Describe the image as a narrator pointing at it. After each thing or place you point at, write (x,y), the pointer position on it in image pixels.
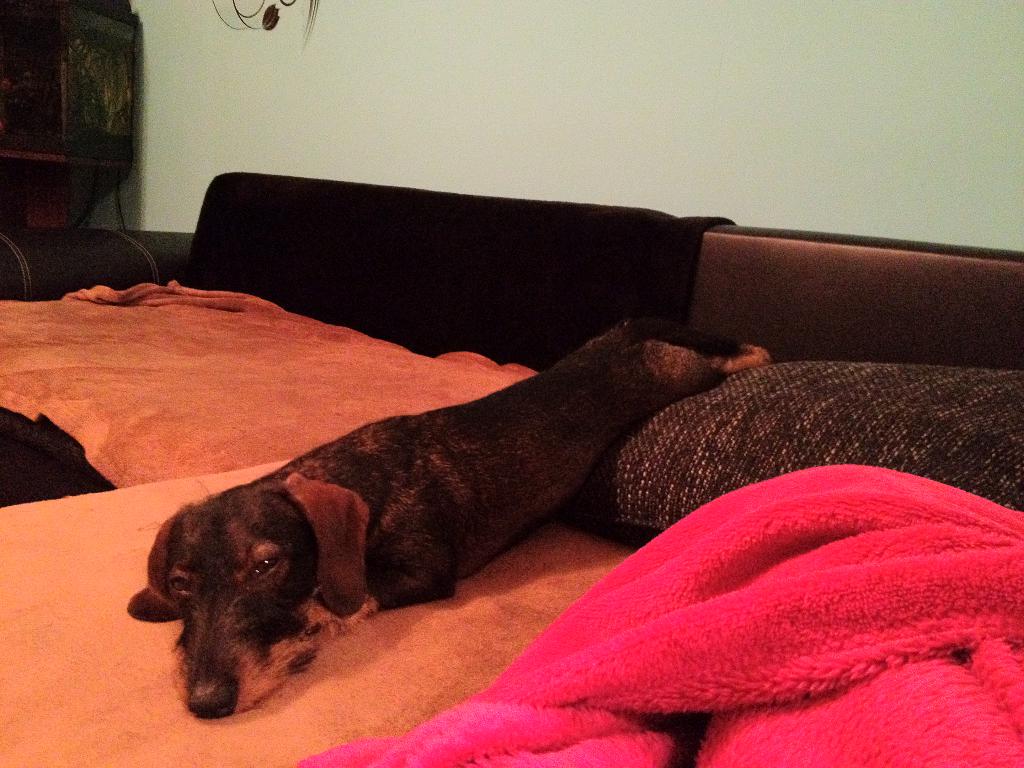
In this image I can see a dog (514,417) on the bed (271,448). And there is a pillow (706,432) on the bed (533,553). Also a pink color blanket (706,638) on it. The dog (411,557) is in brown and black color. To the side there is a table (60,177). And I can see a wall (625,140) behind the bed (584,226).
